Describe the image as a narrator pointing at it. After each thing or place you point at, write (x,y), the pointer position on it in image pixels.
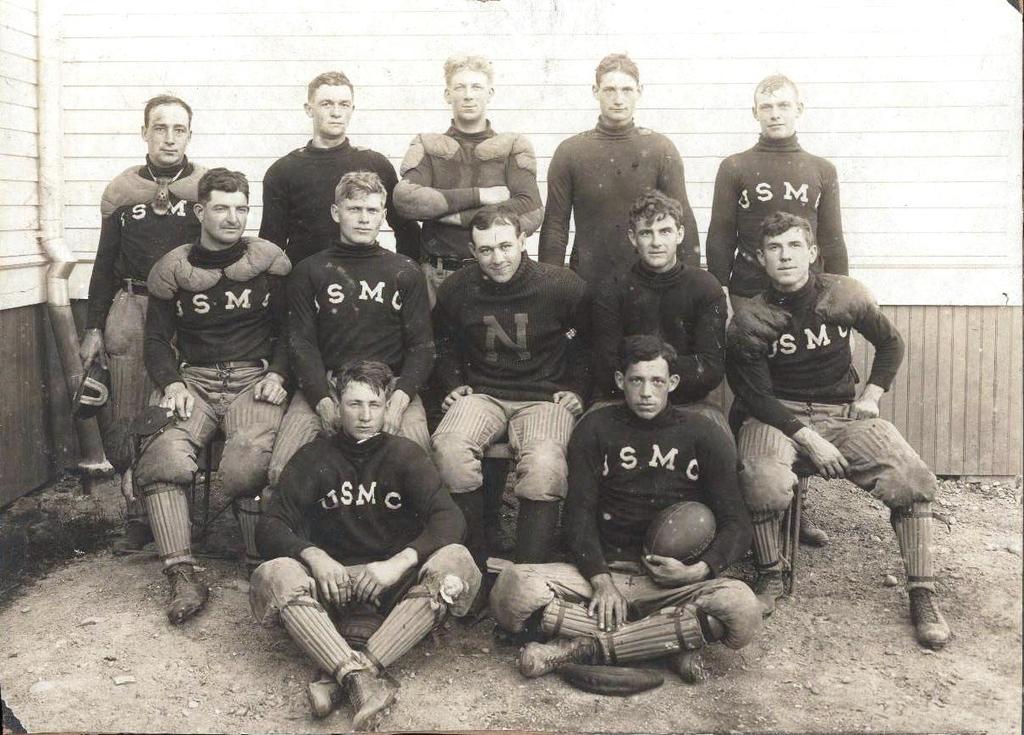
In this picture, we can see a few people (124,346) standing and seven (913,534) are sitting, and we can see the ground (93,548) with some stones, we can see the wall (96,110) with some objects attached to it.
